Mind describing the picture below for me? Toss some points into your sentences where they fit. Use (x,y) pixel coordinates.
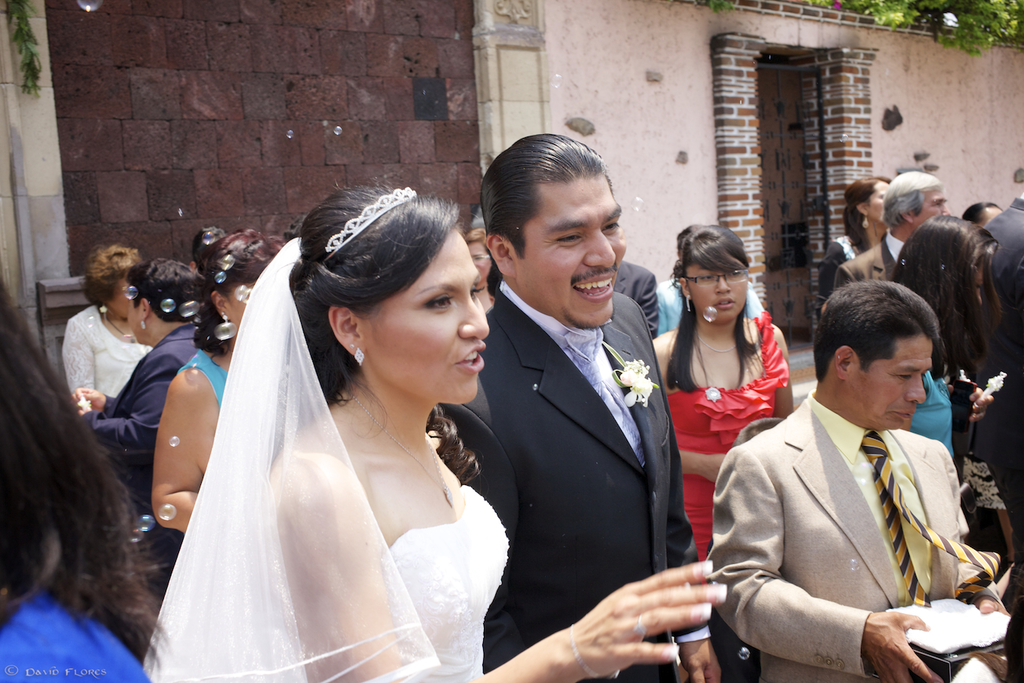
In the picture I can see a group of people (487,393) are standing on the ground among them the woman (439,509) in the front (439,509) is wearing white color dress (393,549) and the man (567,407) is wearing black color coat (607,515) and smiling. In the background (504,104) I can see wall (551,95) and some other objects (798,155).
